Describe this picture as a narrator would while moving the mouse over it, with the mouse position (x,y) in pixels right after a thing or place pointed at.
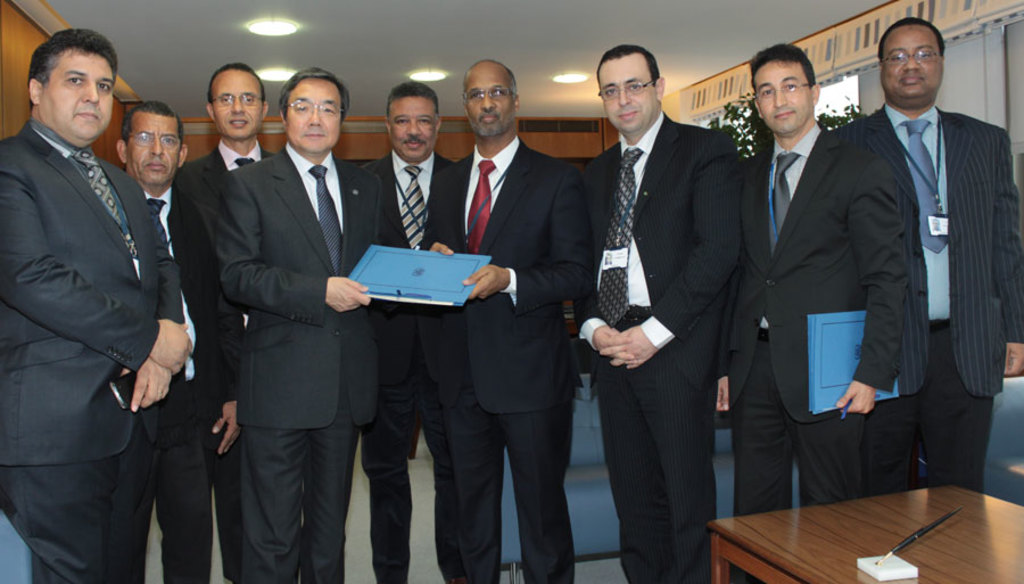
This picture is clicked inside the room (993,42). In the center (425,213) we can see the group of men (855,212) wearing suits (294,204) and standing on the floor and we can see the two people (285,235) standing and holding a blue color object (431,273) which seems to be the book (408,281). On the right (827,218) we can see a person (764,285) wearing a suit (786,217), standing and holding a blue color object (833,359) and we can see the wooden table (907,528) and the sofas (579,464). In the background (706,71) we can see the green leaves (758,114), roof (539,27) and the ceiling lights (271,75), and we can see some other items (723,81).
